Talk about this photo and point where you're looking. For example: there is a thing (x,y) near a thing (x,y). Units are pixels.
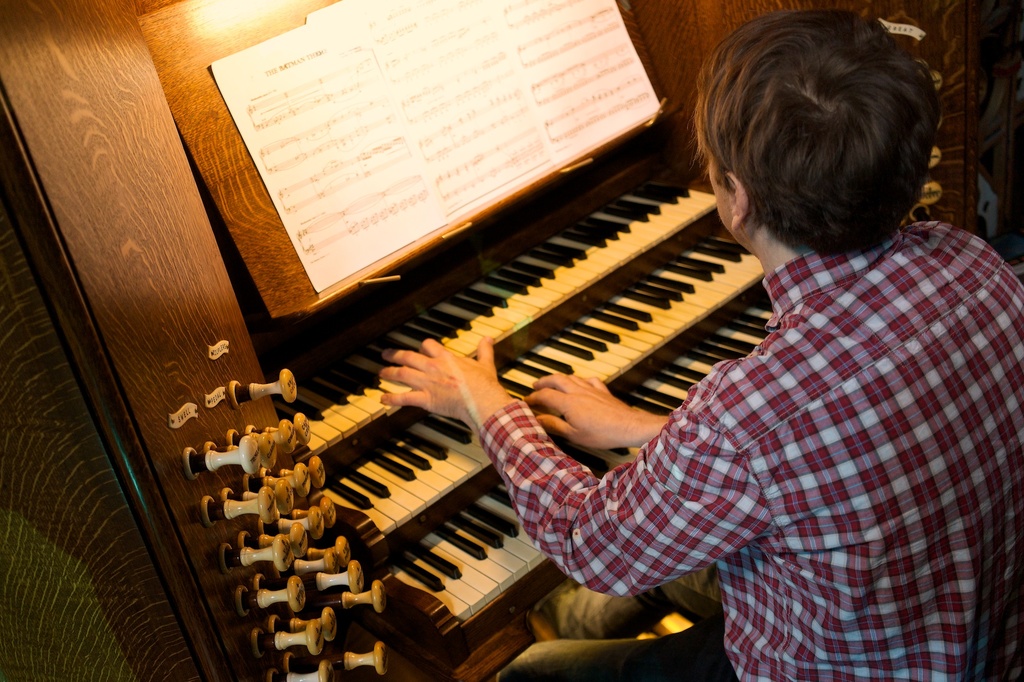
This man (838,360) is sitting on a chair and playing this piano keyboard (523,374). On this piano keyboard (446,255) there are papers (415,110) with music notes (301,85). These are keys (623,254) in black and white color. These are buttons (287,396).
